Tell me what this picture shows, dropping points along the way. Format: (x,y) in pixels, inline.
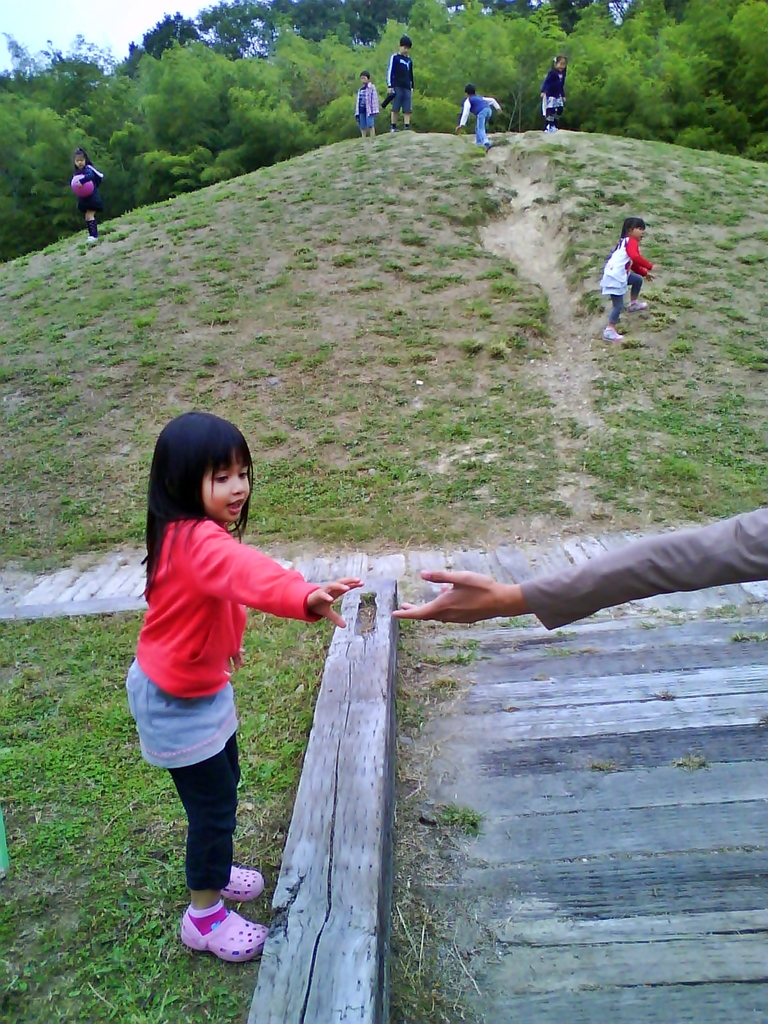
This picture is clicked outside. In the foreground (506,605) we can see the hand (439,611) of a person (499,615). On the left (217,496) there is a girl (199,558) standing on the ground (436,629). In the background (626,244) we can see the group of people (489,145) seems to be standing on the ground (338,271) and we can see the green grass (346,353), trees (90,73) and the sky (89,29).
